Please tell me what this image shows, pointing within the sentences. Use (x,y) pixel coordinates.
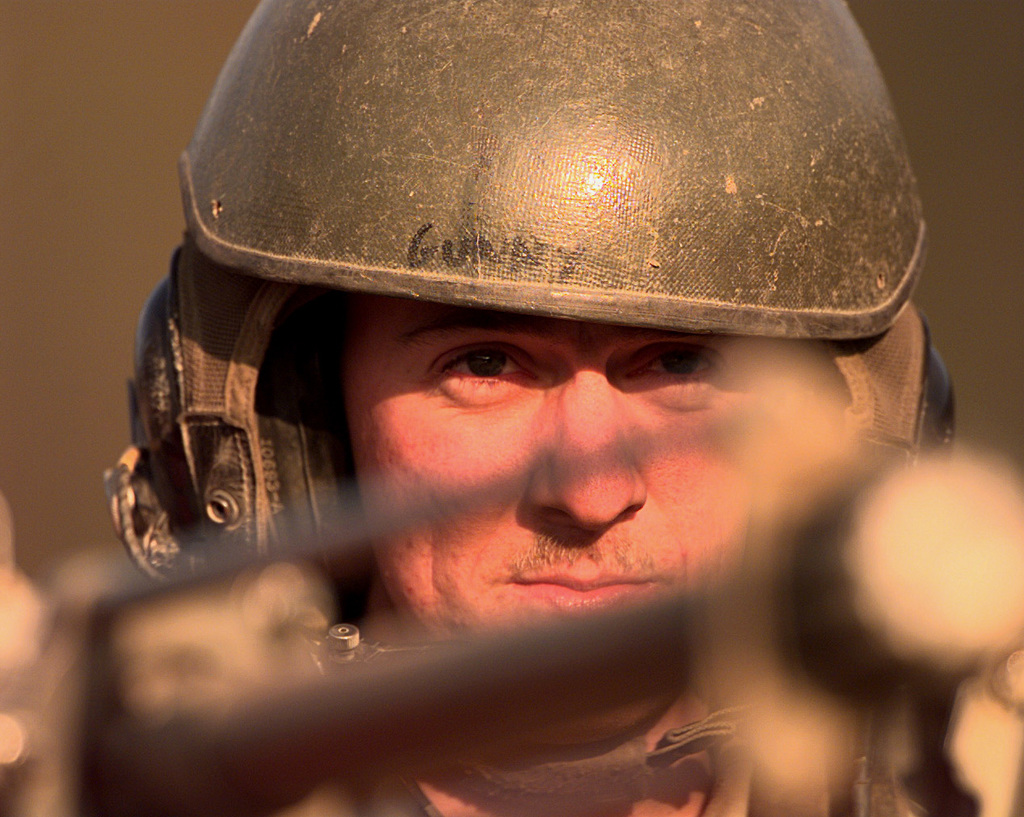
In this image, we can see a person (586,549) wearing a helmet (663,182), at the bottom (650,598), we can see a weapon (977,653).
